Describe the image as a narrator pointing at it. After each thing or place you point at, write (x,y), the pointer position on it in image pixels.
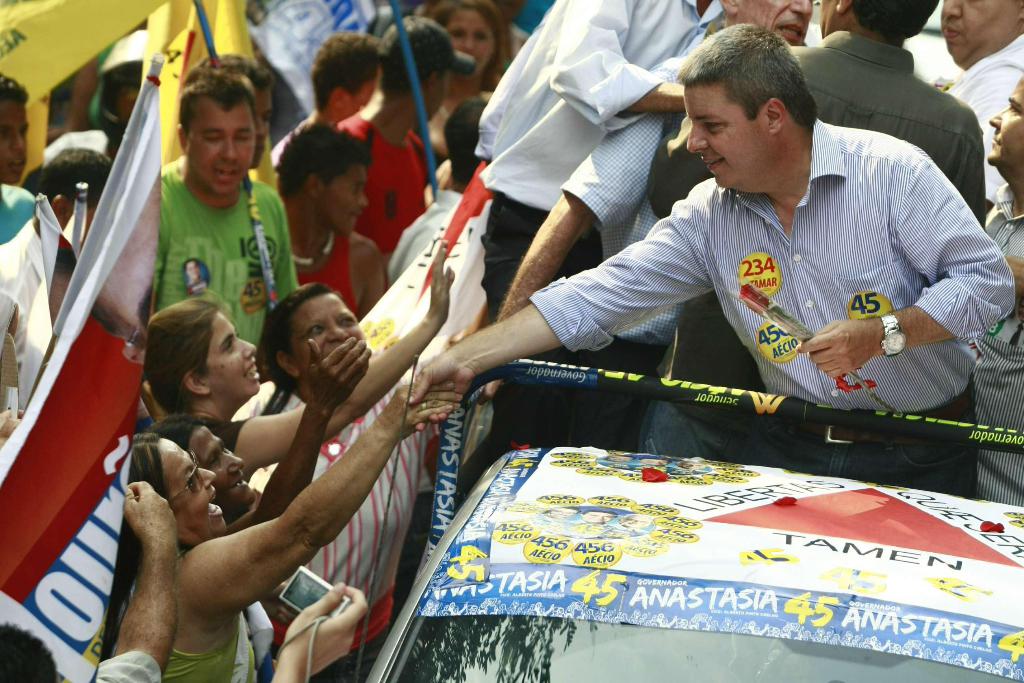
In this image I can see number of people (486,263) and I can see smile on few faces (11,114). I can also see few flags (71,53) and here I can see something is written.
